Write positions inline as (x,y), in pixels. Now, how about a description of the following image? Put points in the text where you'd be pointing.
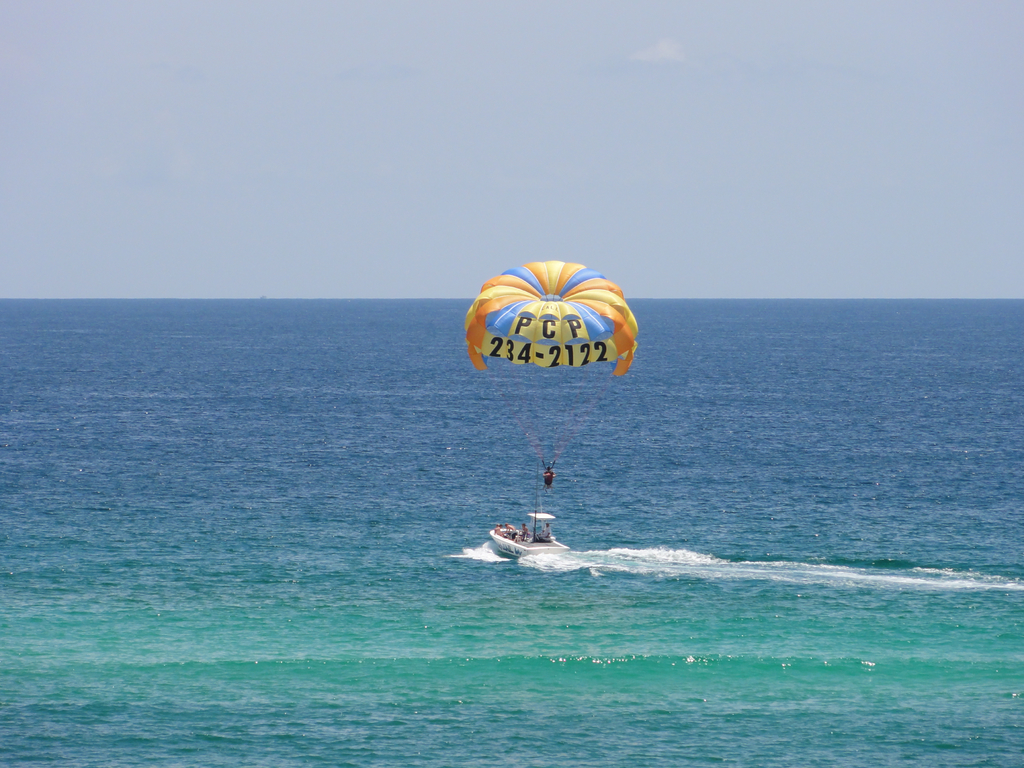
In the center of the image (622,365) we can see a parachute (607,317) and a boat (509,551) in the water (522,568). In the background (693,172), we can see the sky (510,154).
